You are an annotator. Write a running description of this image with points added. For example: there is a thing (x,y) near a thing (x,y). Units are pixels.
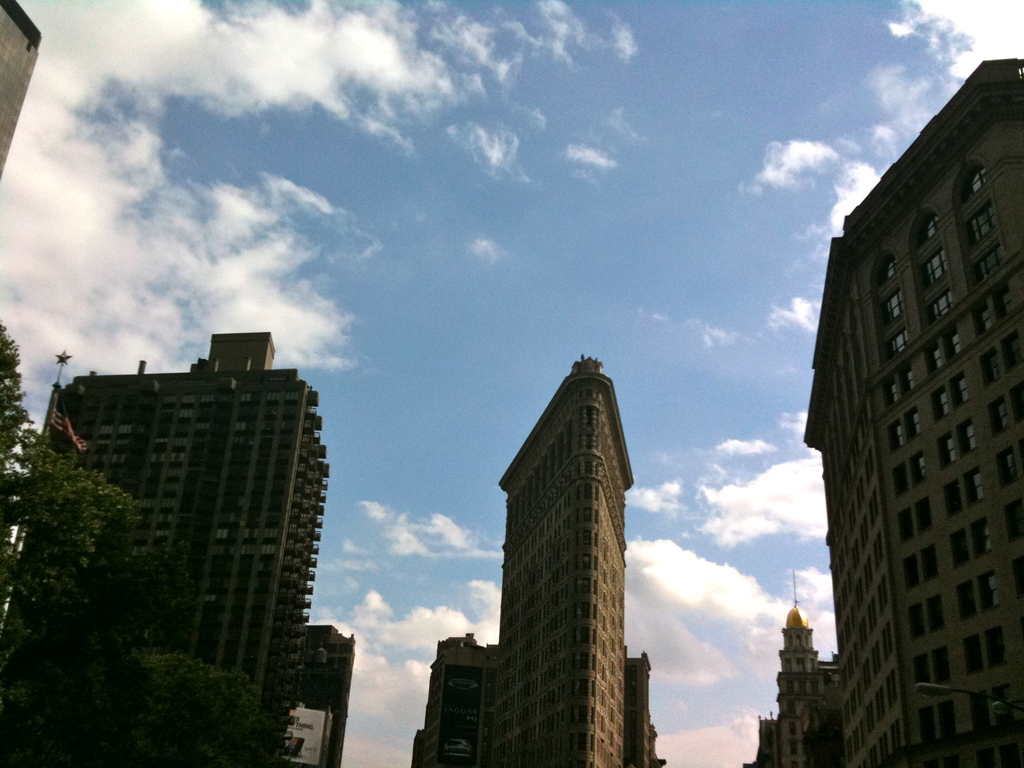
In this image we can see a group of buildings (514,525) with windows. We can also see the flag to a pole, some trees (158,612) and the sky (451,319) which looks cloudy.
